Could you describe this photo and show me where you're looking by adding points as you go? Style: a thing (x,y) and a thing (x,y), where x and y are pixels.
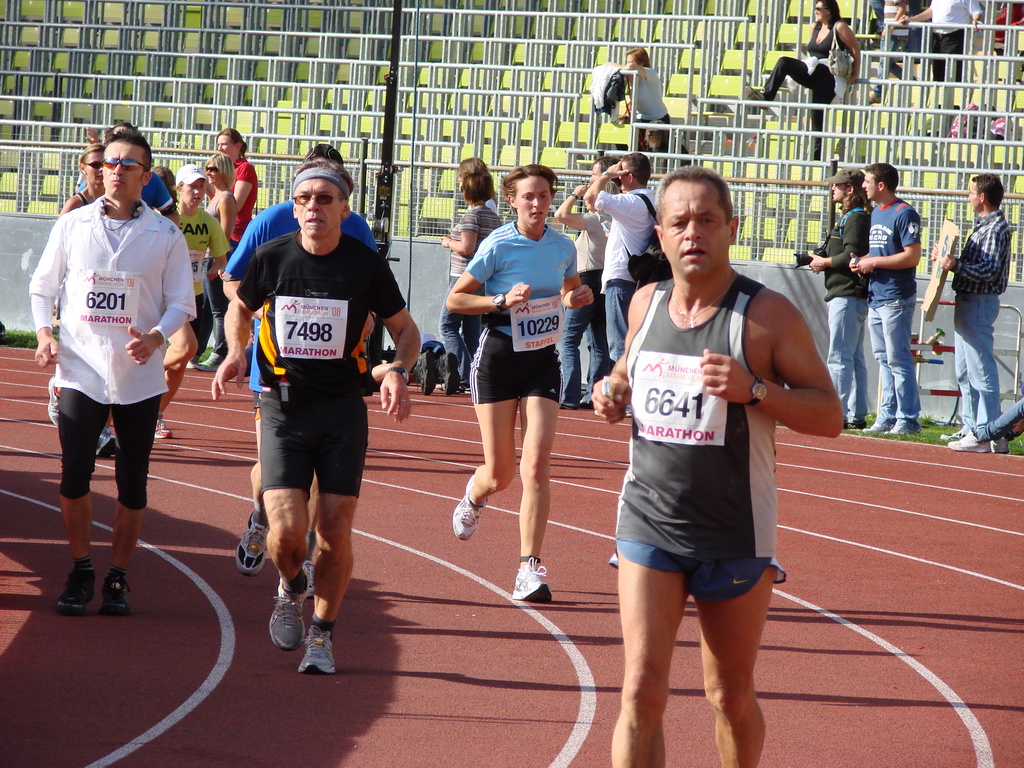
In this image I can see the group of people (316,500) with different color dresses (647,555) and I can see these people (529,435) are running. In the background (781,241) I can see few more people (836,333), net fence (767,237), chairs (791,225) and the metal rods (832,110).
